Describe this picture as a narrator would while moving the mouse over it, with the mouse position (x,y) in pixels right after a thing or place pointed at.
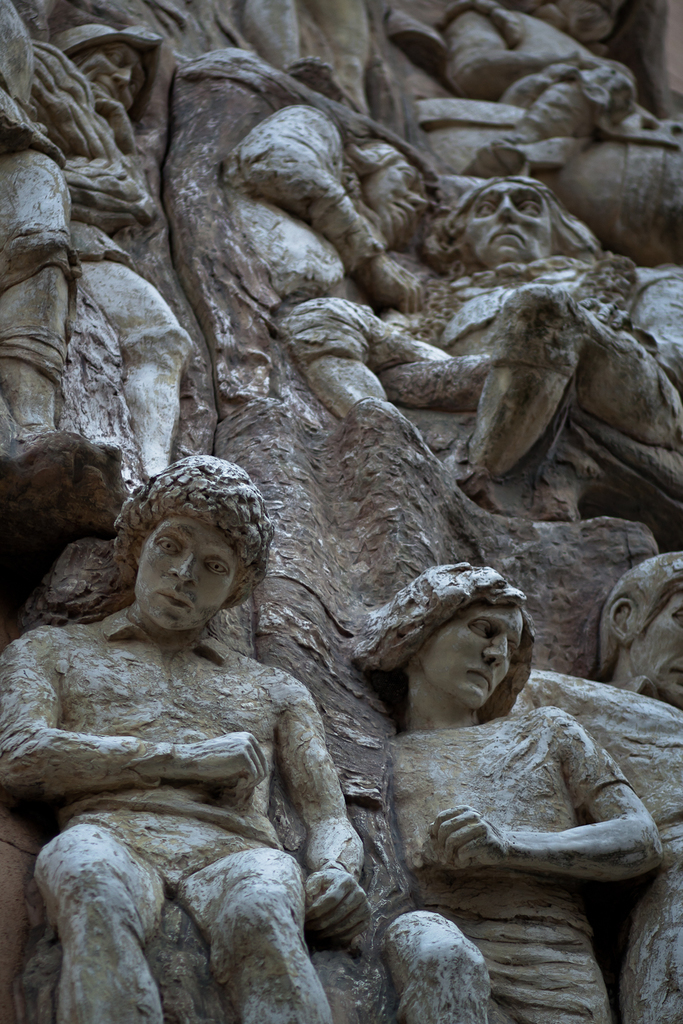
In this image I can see few people statues (76,222) in grey color.
